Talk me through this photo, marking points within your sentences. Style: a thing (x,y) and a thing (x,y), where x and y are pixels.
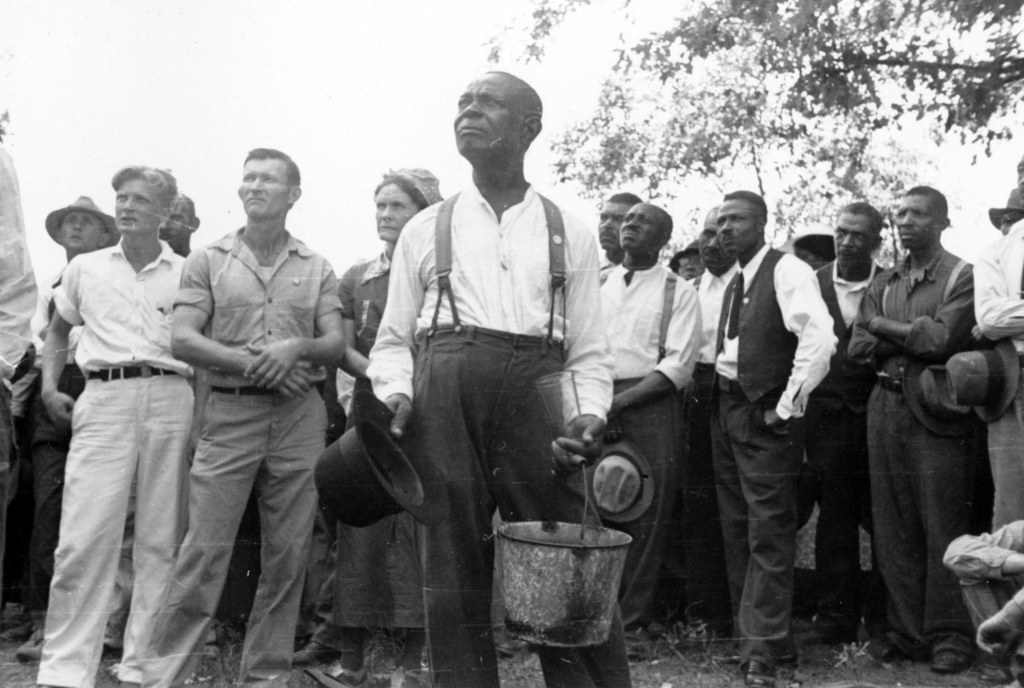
This looks like a black and white image. Here is the man (453,454) standing and holding a hat (369,456) and a bucket (558,526). There are group of people (736,311) standing. This looks like a tree (787,99).
